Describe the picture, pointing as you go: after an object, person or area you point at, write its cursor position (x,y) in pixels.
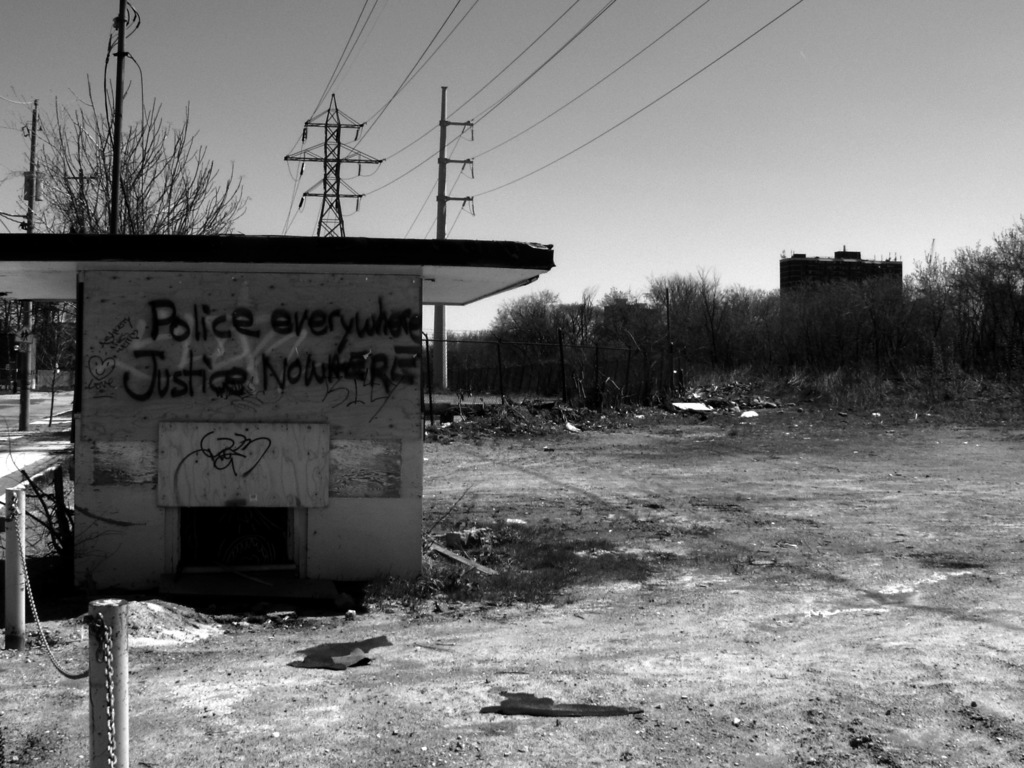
In this picture we can see buildings (296,313), poles (34,163), wires (447,23), trees (895,298), fence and in the background (644,42) we can see the sky (576,181).
